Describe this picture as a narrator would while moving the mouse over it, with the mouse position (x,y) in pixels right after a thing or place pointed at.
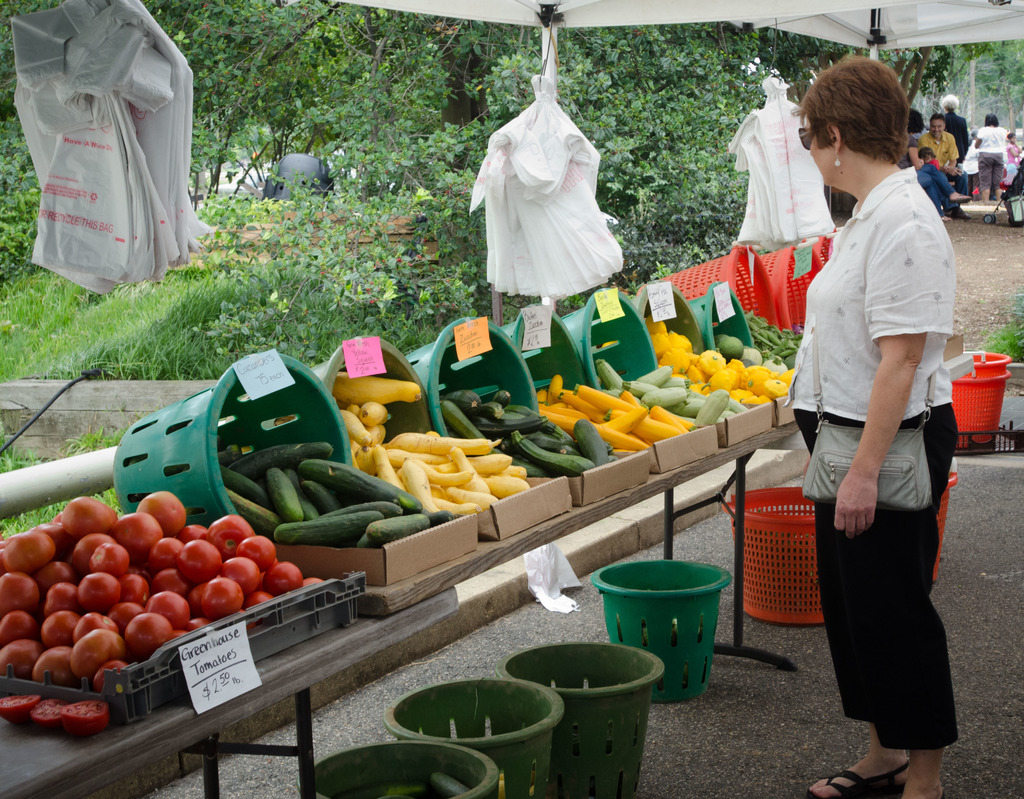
In this image we can see few vegetables (358,483) on the table (415,621), there are few labels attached to the baskets (549,357) and there are few baskets (523,671) under the table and few bags (743,144) hanged to the tent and there is a person (874,554) standing near the table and in the background (918,94) there are few people (972,170) and trees (436,137).
